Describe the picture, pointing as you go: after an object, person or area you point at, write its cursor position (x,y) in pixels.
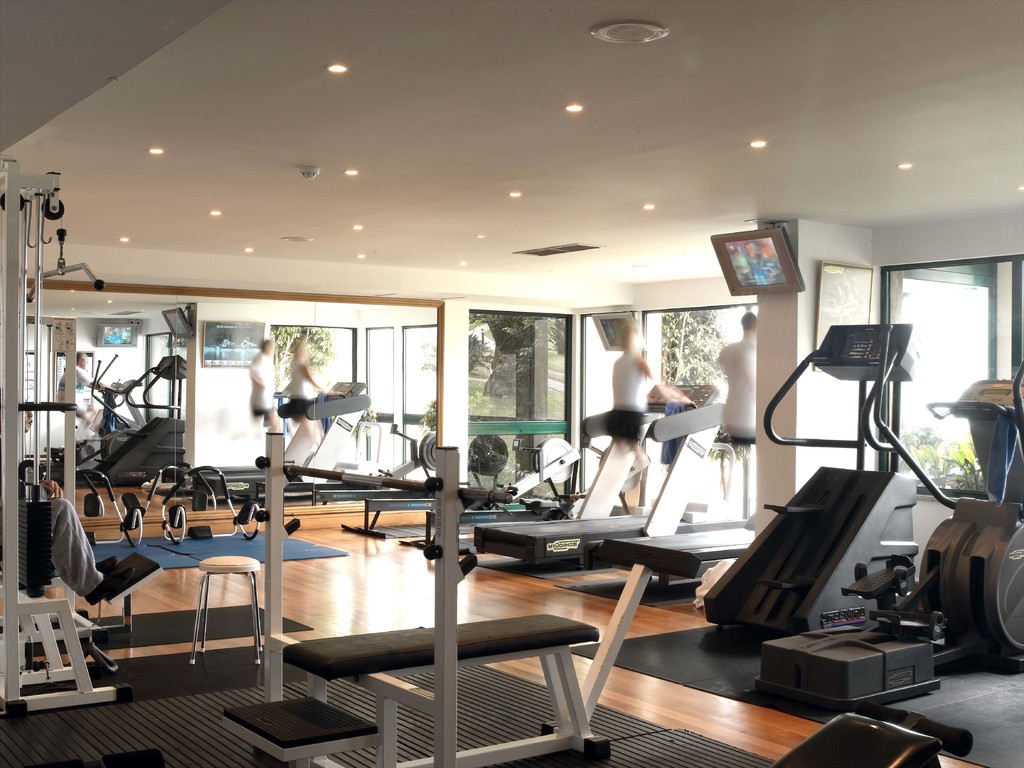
In this image we can see the inner view of the gymnasium (444,469). In the gymnasium (400,526) we can see some persons (609,422) doing exercises on the machines (602,499), benches (339,667), seating stools (260,623), wall hangings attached to the walls (445,345), display screens (744,264) and electric lights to the roof (766,111).
